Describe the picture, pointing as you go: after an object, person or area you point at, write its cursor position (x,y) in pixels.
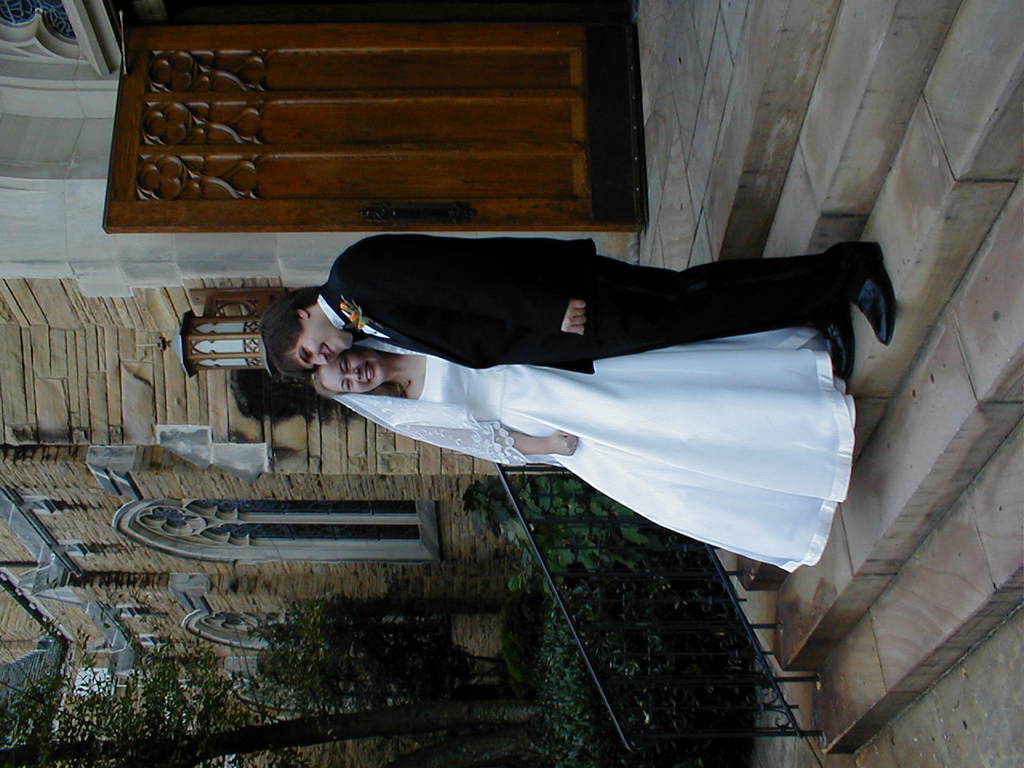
In this image on a stair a man (464,327) and a lady (618,412) are standing. The man (446,291) is wearing black suit (479,295), the lady (533,403) is wearing white frock (515,405). In the background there is a building (264,151). In the bottom (111,684) there are trees (328,709) and plant (564,637). There is a railing (573,571) beside the stairs (848,611). The photo is an inverted image.
